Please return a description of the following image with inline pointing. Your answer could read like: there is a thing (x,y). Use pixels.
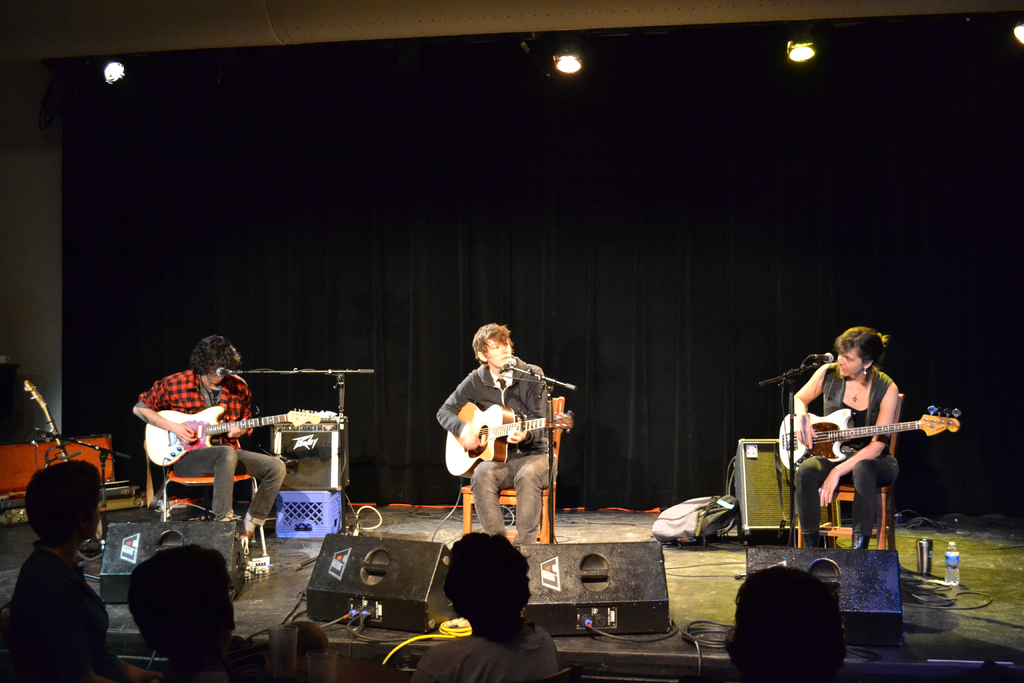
In this picture three people (533,397) are playing guitar (836,433) with mic (549,398) in front of them. The background is of black color.
